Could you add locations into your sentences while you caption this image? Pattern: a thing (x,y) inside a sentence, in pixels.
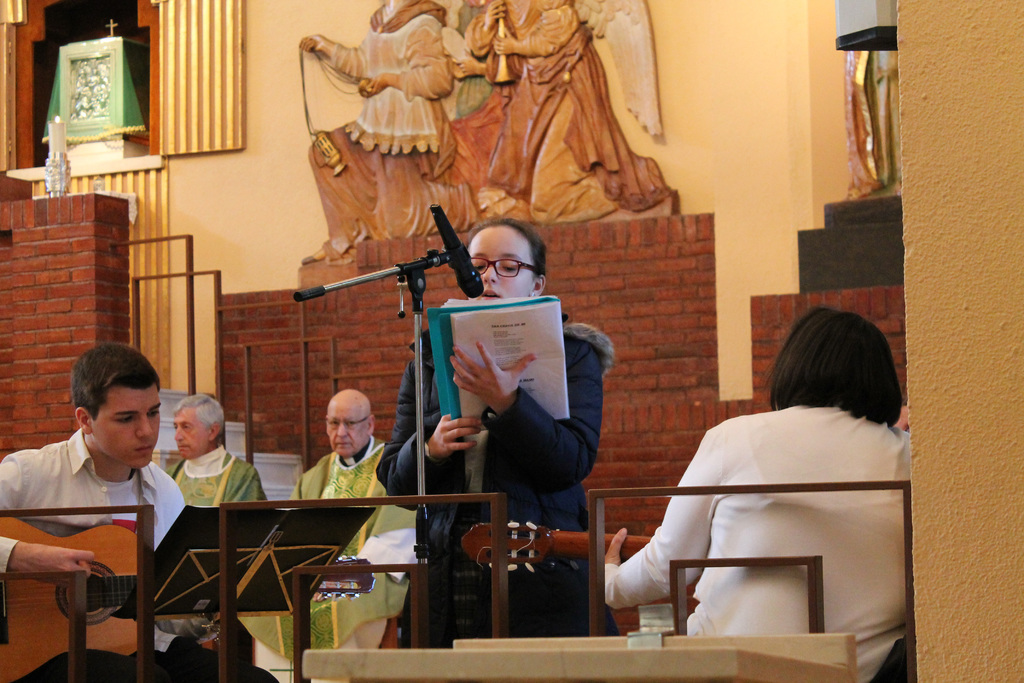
In this image we can see few people (708,503) are sitting on the chairs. There are two people (710,543) playing musical instruments (506,552). A person (505,404) is singing into a mic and holding an object (536,348). There is a sculpture (482,102) on the wall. There is a candle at the left side of the image (55,186). There is an object (143,124) at the top left side of the image (99,106). There is an object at the bottom of the image (592,663). There is a stand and a book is placed on it.
